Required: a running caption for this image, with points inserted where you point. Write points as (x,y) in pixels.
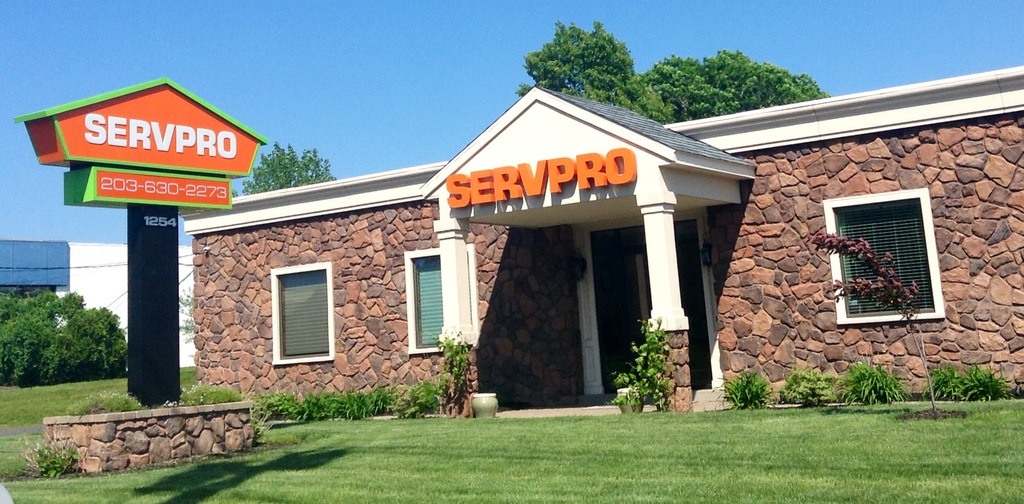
In this image we can see a building (321,255) with windows (318,280) and pillars (661,275). And there is a name (601,165) on the building (336,361). In front of the building (323,353) there are plants (827,374) and grass (580,417). And there is a stand (164,307) with name boards (104,176). In the background (634,82) there are trees (580,89). Also there is sky (88,82). And there is another building (48,266).
